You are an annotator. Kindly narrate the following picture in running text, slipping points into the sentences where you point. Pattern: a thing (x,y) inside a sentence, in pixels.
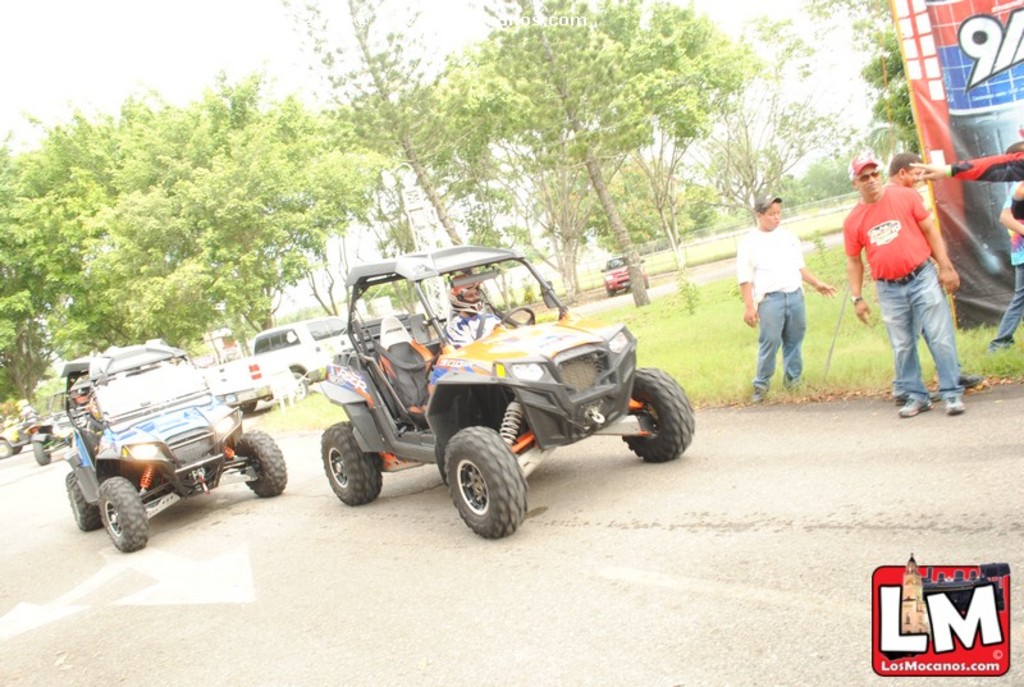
In this picture we can see few people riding vehicles (413,389) and few are standing, on the right side of the image (990,130) we can see a hoarding (956,110), in the background (607,163) we can find few trees (502,210), in the bottom right hand corner (929,584) we can see a logo (897,618).
